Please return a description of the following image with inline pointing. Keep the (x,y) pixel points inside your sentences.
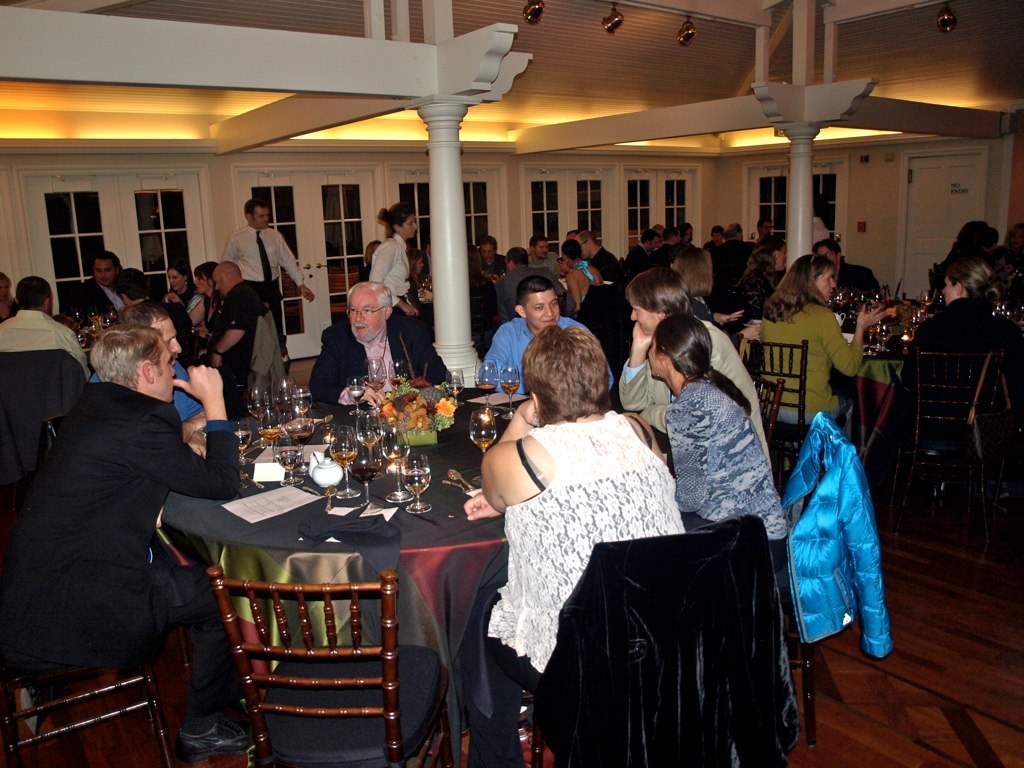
In the picture we can see a group of people (184,459) sitting on a chairs (407,670) near the table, on the table (298,561) we can see a black cloth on that we can see a wine glasses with wine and flowers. In the background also we can see some people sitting in a groups and two people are wearing uniform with tie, in the background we can see a doors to the wall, and pillars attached to the ceiling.
